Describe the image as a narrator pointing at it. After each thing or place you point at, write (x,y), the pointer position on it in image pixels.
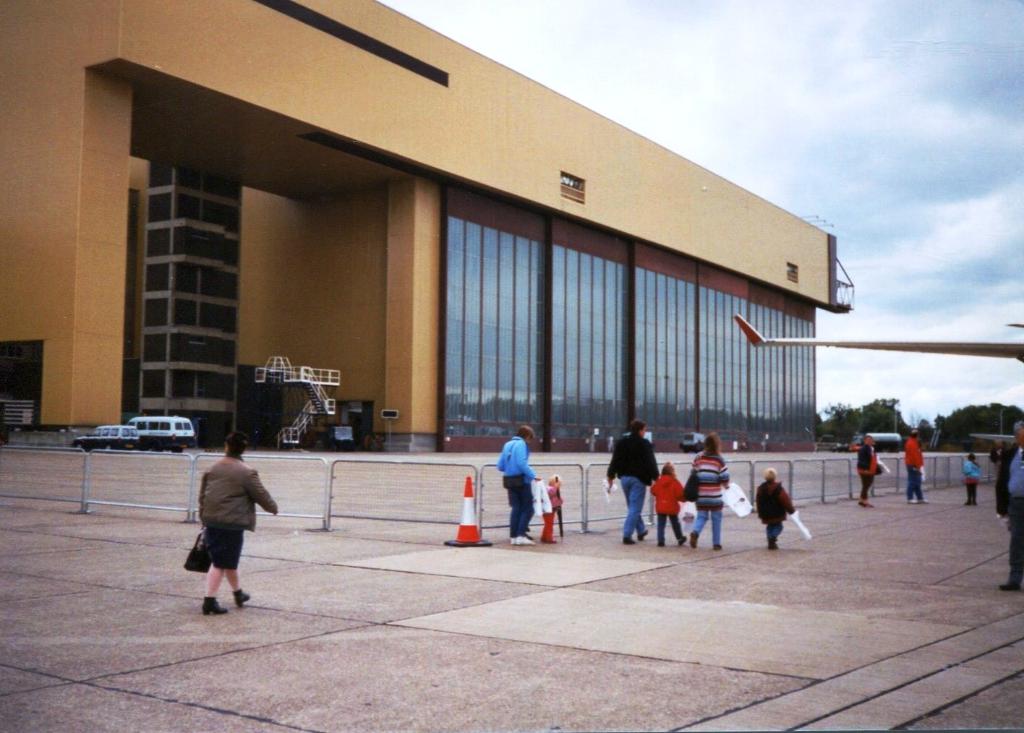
In this picture we can see the big hangar building (407,371). In the front (301,492) there is a fencing railing (904,478) and a group of men (647,473) and women (699,494) with small kids (769,510) walking on the road side (837,507) with white shopping bags (690,503) holding in the hand (694,503).
